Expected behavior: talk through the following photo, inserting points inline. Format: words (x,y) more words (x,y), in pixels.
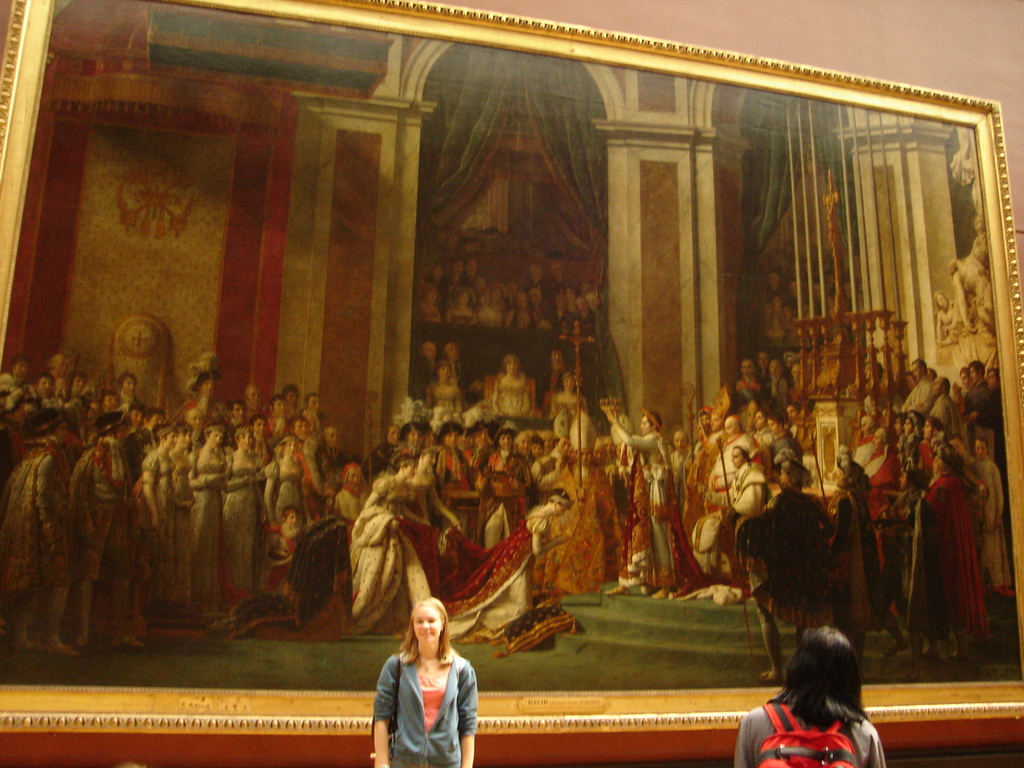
This image consists of two girls (400,710). In the background (653,716), there is a frame (492,390) on the wall (880,7). In which we can see the depiction of many persons (383,578).
